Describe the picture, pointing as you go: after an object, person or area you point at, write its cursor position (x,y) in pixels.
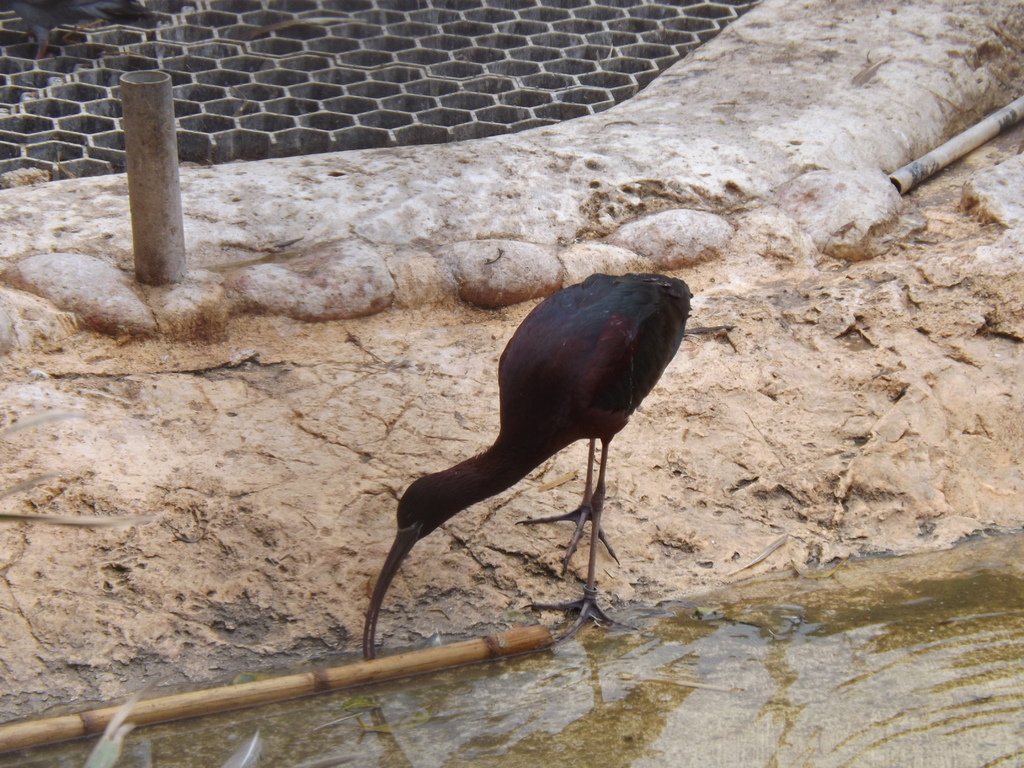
In this image we can see there is a bird (604,320), water (676,637) and stick (323,690). There are objects (253,140).
